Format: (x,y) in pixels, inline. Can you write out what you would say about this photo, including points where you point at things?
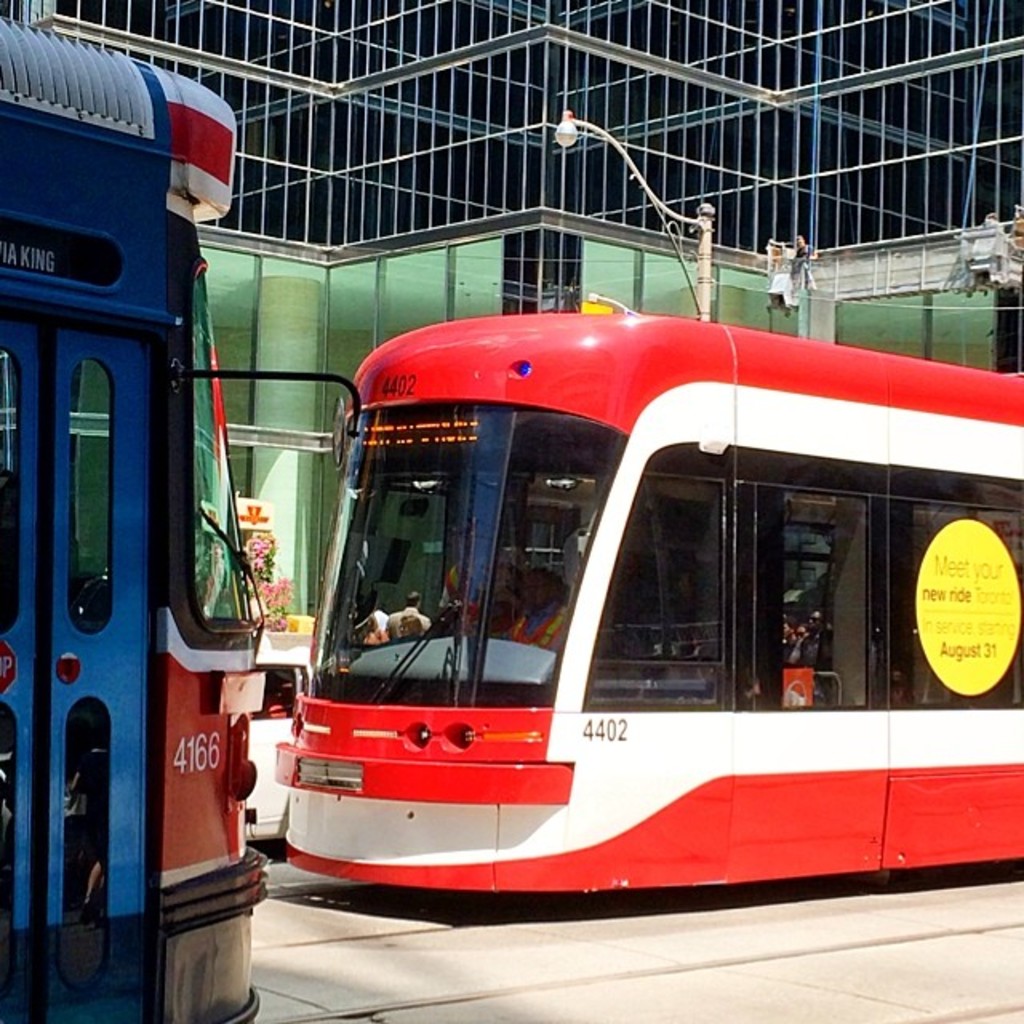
In this picture we can see two streetcars (487,585) on the street (610,906). Behind there is a glass frame (483,257).
